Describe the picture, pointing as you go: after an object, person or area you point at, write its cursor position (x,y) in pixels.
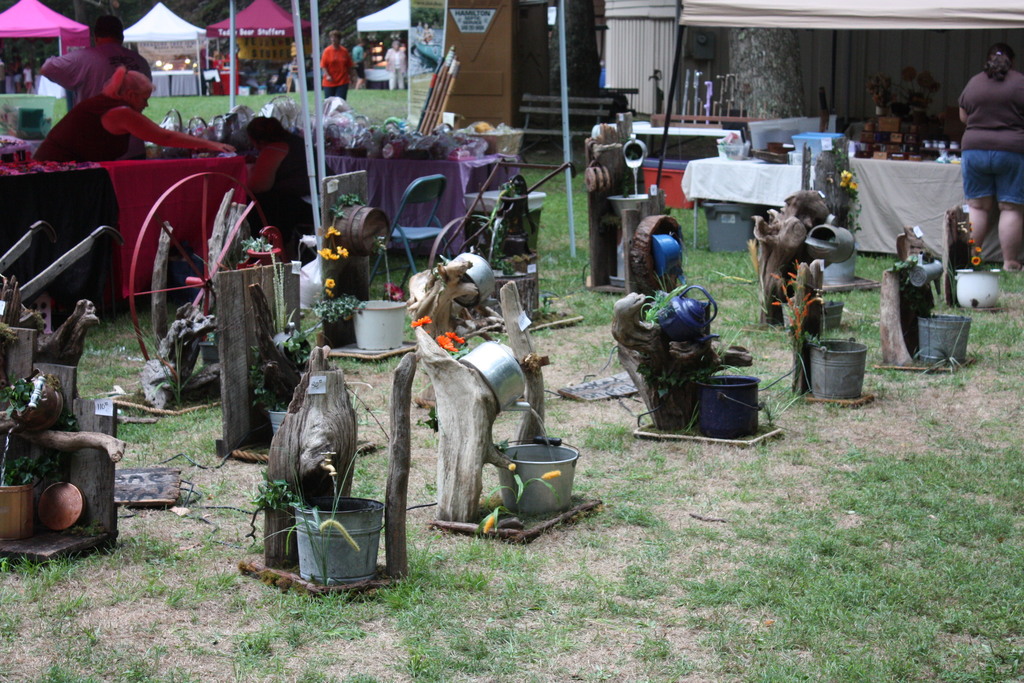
In this image I can see the taps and buckets (376,508). To the side I can see the few people (88,107) standing and there are some objects (404,130) in-front of these people (267,180). To the right (977,201) I can see one person (977,201) standing. In the back (167,42) can see the tents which are in white and pink color. I can also see the trees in the back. These are on the ground (759,454).
